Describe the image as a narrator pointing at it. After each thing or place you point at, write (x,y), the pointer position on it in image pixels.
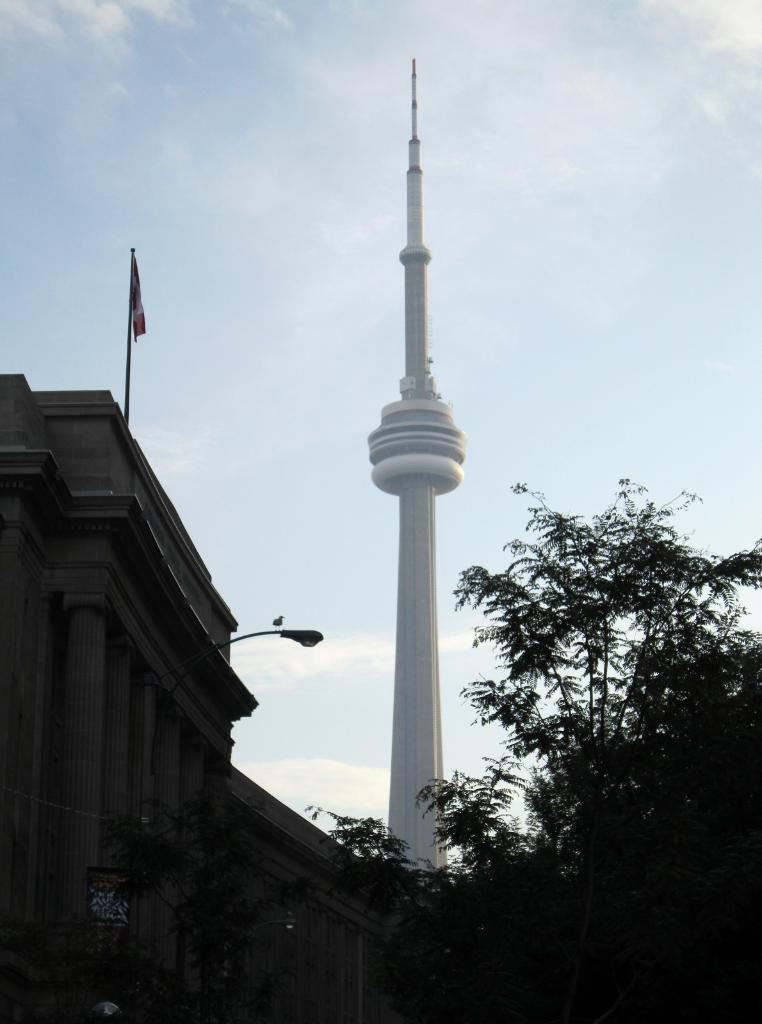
In the center of the image (408,525) there is a tower (422,510). To the left side of the image (27,670) there is a building (45,582) with flag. To the right side of the image (568,768) there is a tree (534,746).
